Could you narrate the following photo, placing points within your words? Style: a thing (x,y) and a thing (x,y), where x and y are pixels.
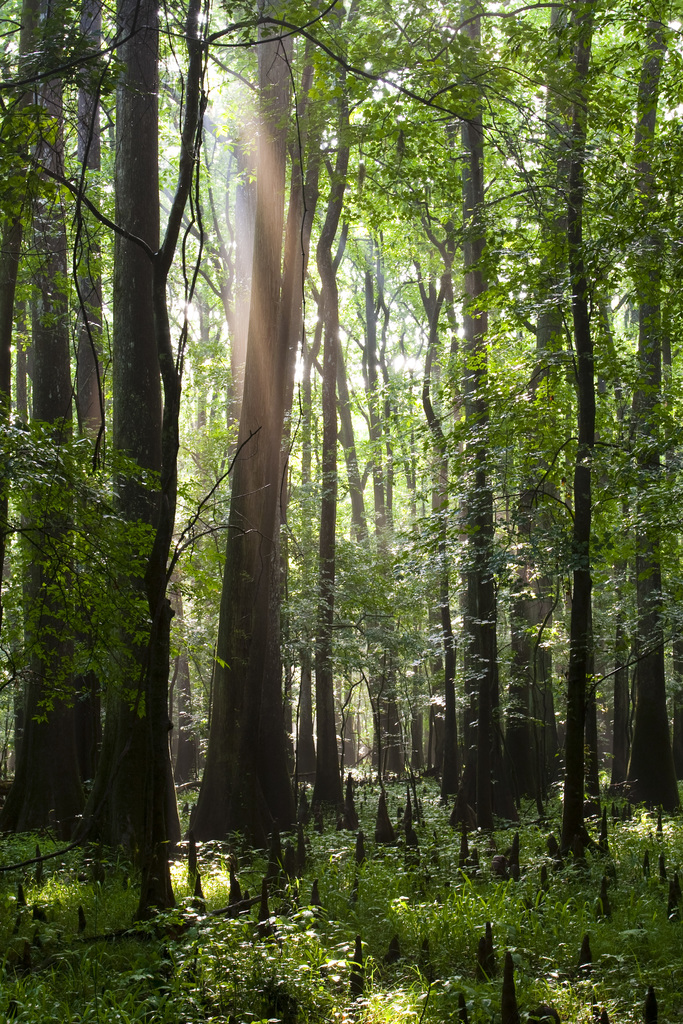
In this image I can see some grass (334,905) and few black colored objects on the ground (403,950). I can see few trees (193,409) which are green and black in color and in the background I can see the sky (372,215).
